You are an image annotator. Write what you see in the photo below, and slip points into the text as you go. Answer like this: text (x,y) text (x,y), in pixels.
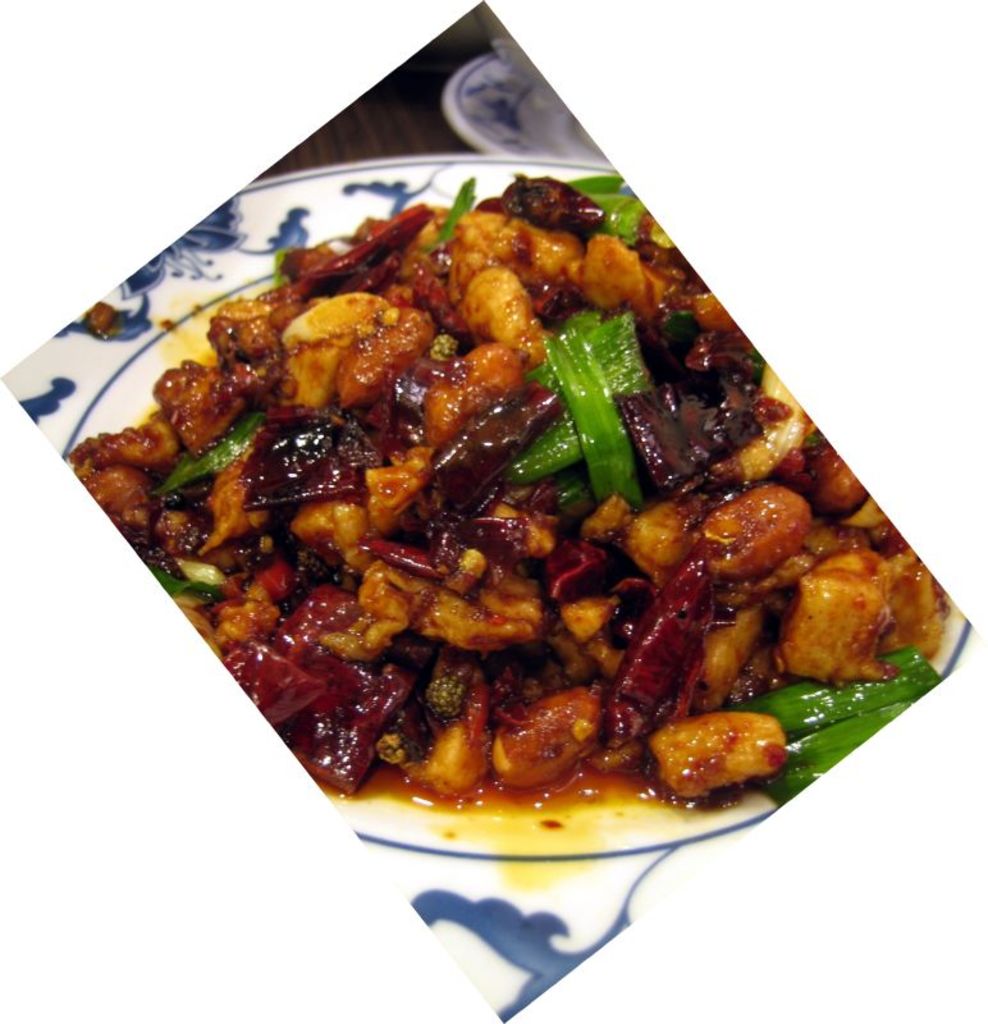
In this picture we can see a plate (510,904), there is some food (534,460) present in this plate (433,867).
